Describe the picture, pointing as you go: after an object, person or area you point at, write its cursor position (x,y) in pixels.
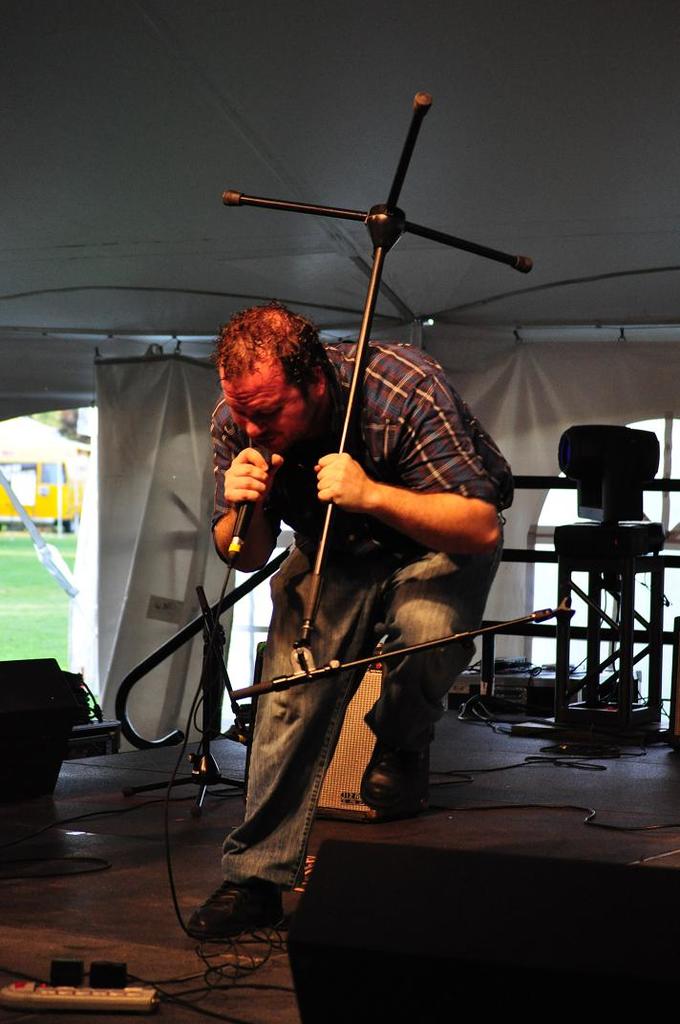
This image consists of a man (427,504) holding a mic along with mic stand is singing. To the right (652,683), there is a stand (627,684) on which a light (641,537) is kept. At the bottom (99,962), there is a switch board (135,990) and floor (157,886). To the top (333,160), there is tent (161,448) with white cloth (322,86).
